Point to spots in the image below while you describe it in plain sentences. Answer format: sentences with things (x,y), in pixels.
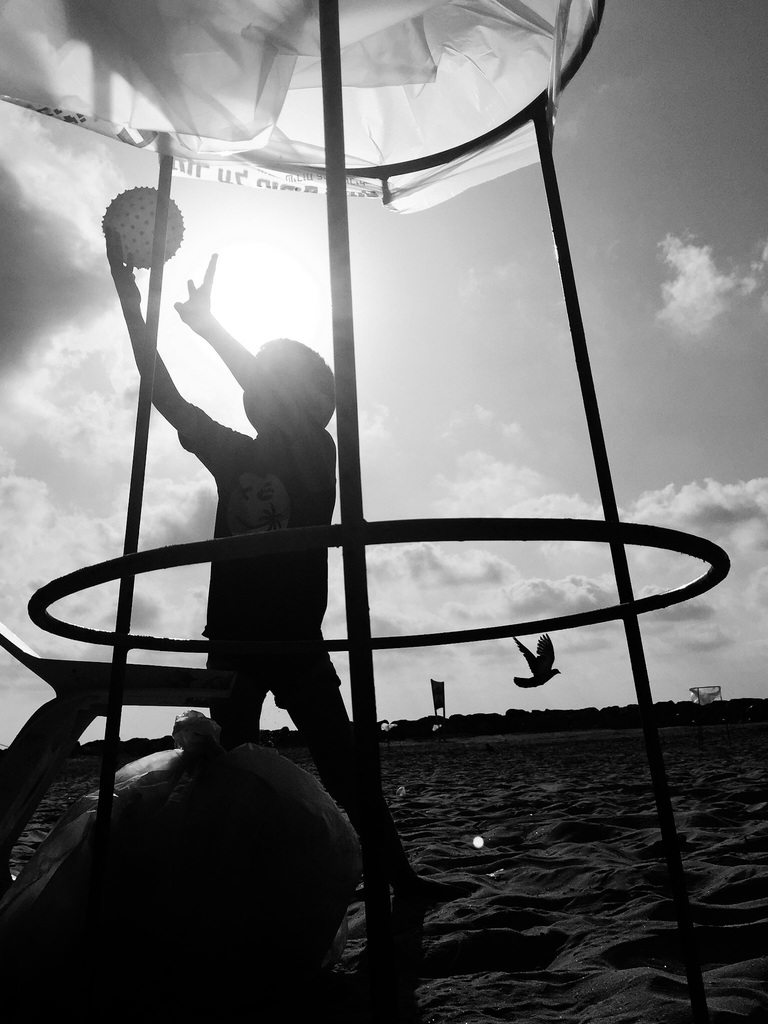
This picture is in black and white. The boy (265,458) in the middle of the picture (312,492) is playing with the ball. He is playing behind the white plastic bag (291,60). At the bottom of the picture (555,854), we see sand (581,961). In the background (555,674), we see a board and the bird (551,671) flying in the sky (453,669). At the top of the picture (519,271), we see the sky (676,513), clouds (683,608) and the sun (232,236).
